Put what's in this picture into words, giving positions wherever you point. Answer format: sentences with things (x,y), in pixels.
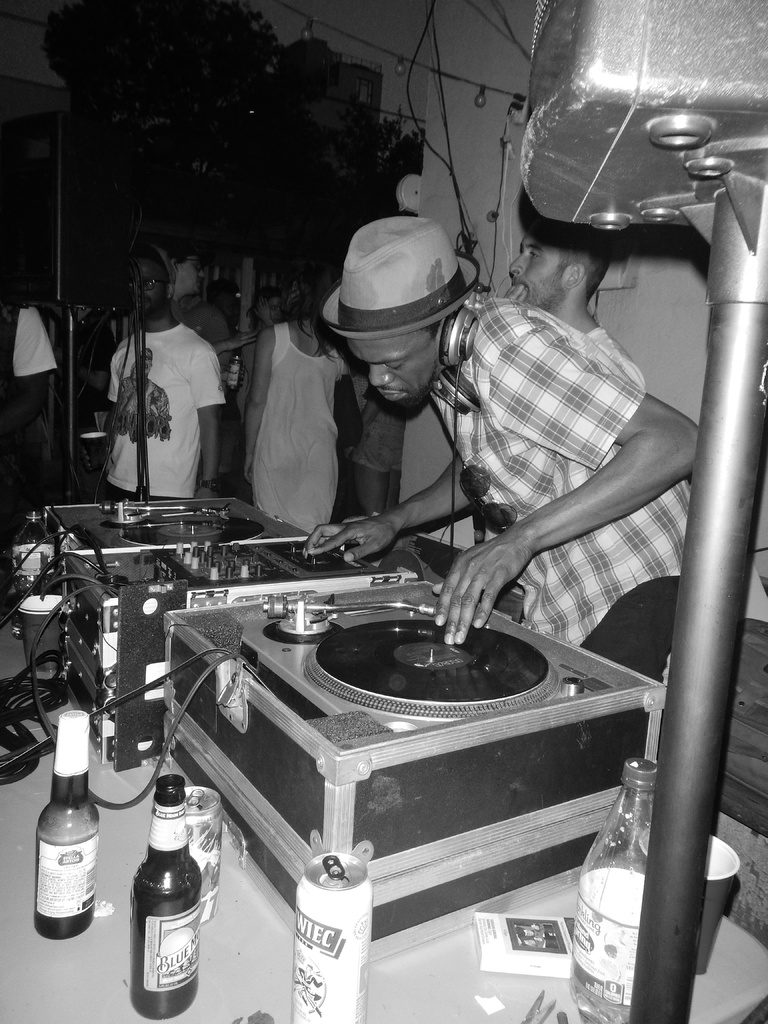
This is a black and white image which is clicked outside. In the foreground (458,968) there is a table (470,952) on the top of which devices (228,744), bottles (151,881), cans (353,937) and other items (708,921) are placed. On the right (516,406) there is a person (416,362) wearing headphones (465,343) and standing and we can see a metal rod (717,413) and an object (689,122) attached to the metal rod (746,263). In the background (546,294) we can see the group of people (173,345) and cables (357,38) and many other items (107,282).
